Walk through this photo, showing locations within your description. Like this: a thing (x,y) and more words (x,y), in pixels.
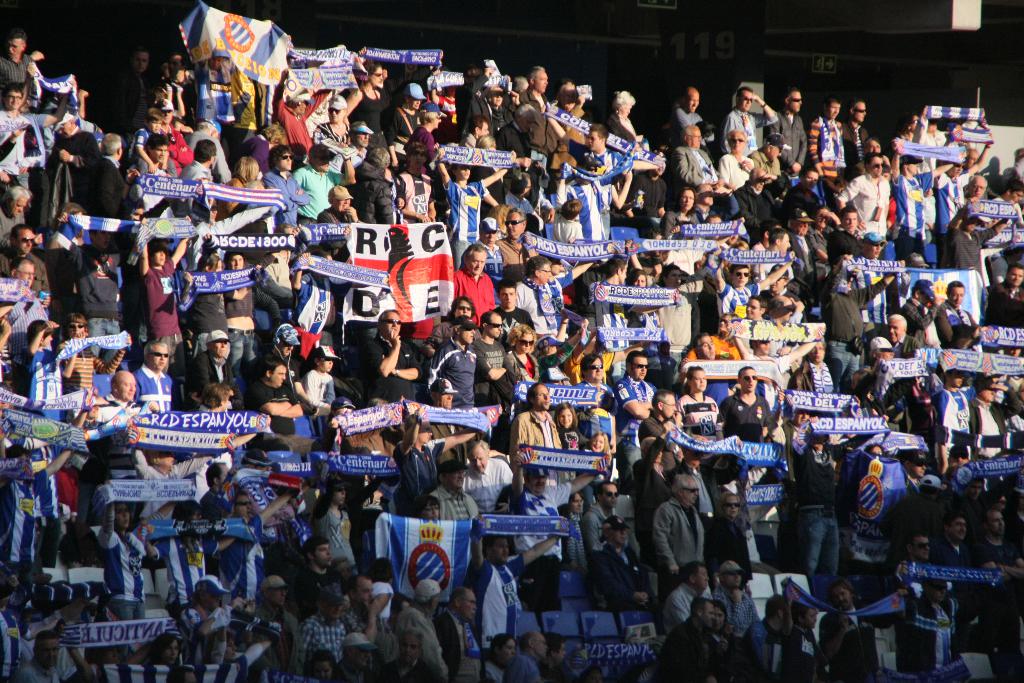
In this image I can see a crowd of people (458,441) standing, holding blue color flags (211,443) in the hands (814,421). On the flags (719,367), I can see the text (719,367). It seems to be a stadium (137,360). The background (812,60) is dark.
